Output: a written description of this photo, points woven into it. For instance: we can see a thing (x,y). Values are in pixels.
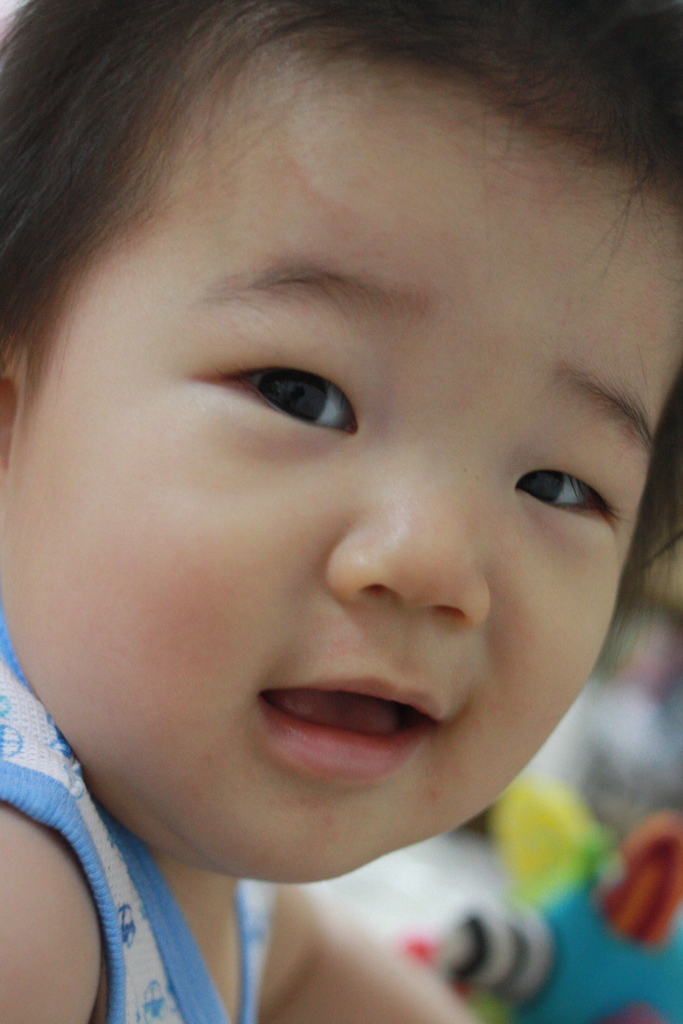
In this image we can see a baby (226,600). In the background (579,869) it is blur.
